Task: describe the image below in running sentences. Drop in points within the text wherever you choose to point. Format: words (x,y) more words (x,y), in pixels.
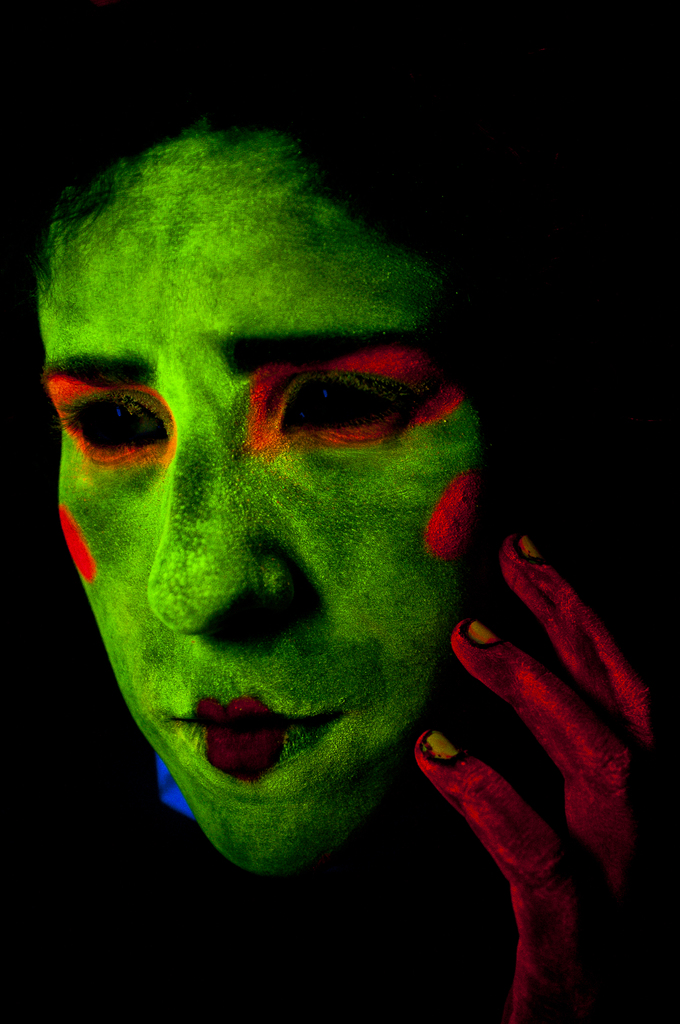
In this image, we can see a person face (415,486) and hand (564,710) on the dark background.
